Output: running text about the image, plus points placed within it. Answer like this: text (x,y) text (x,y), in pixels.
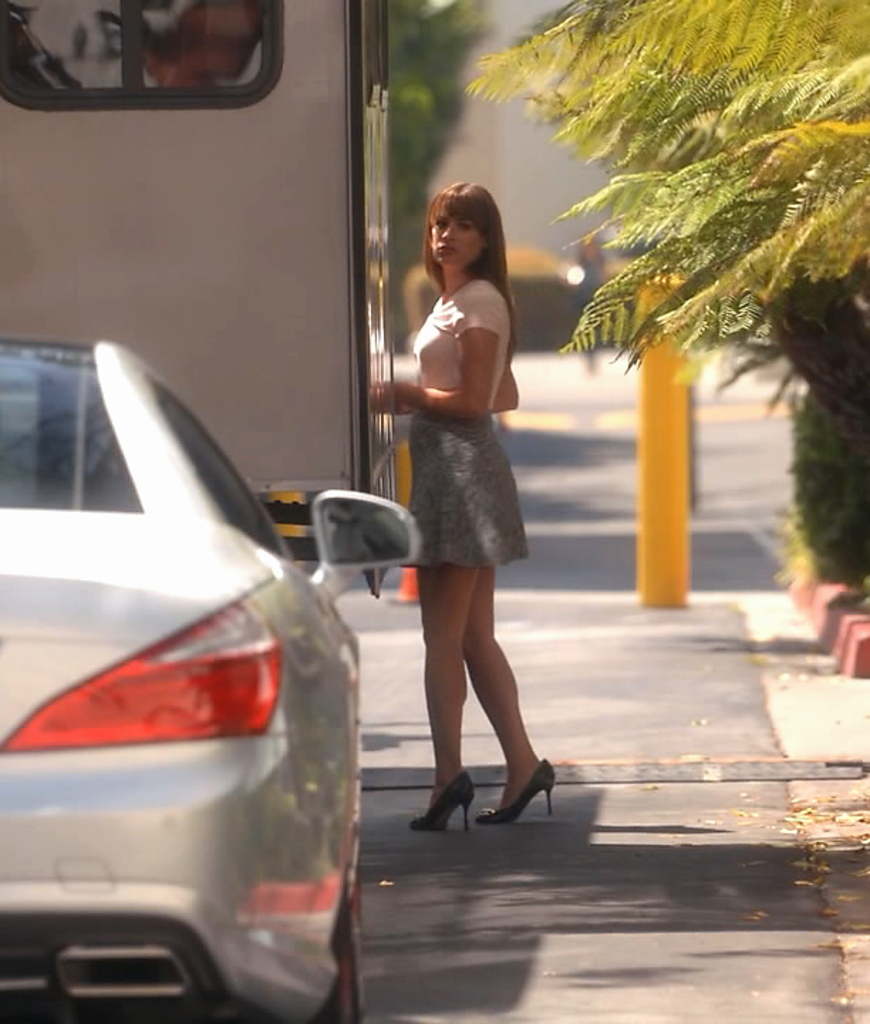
In the center of the image (438,621) we can see a lady (476,218) and there are vehicles (287,743) on the road (587,864). On the right (863,239) there is a tree (837,360). In the background (667,531) there is a pole (660,490).
